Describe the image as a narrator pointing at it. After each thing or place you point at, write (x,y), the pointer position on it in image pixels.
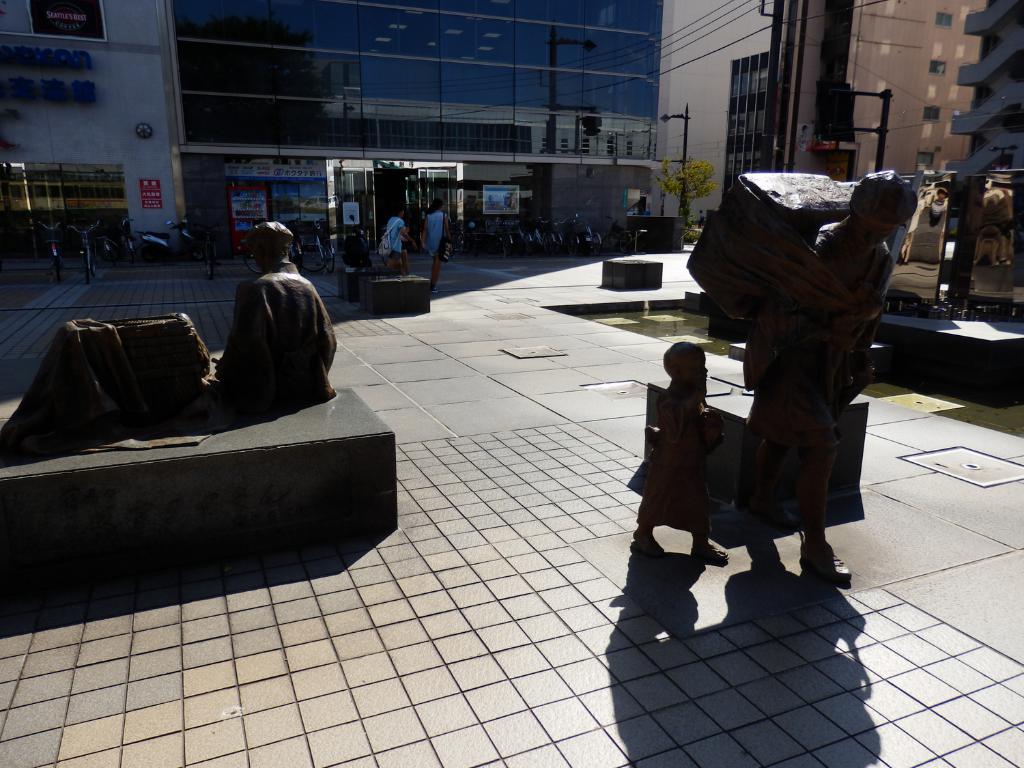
In this image we can see statues (765,366). In the center of the image (443,263) we can see two women (440,232) wearing bags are walking on the ground (417,254), we can also see some bicycles (570,250) and some machines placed on the ground (74,275). In the background (203,214), we can see a group of buildings (554,37), sign boards (271,178), staircase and a plant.
